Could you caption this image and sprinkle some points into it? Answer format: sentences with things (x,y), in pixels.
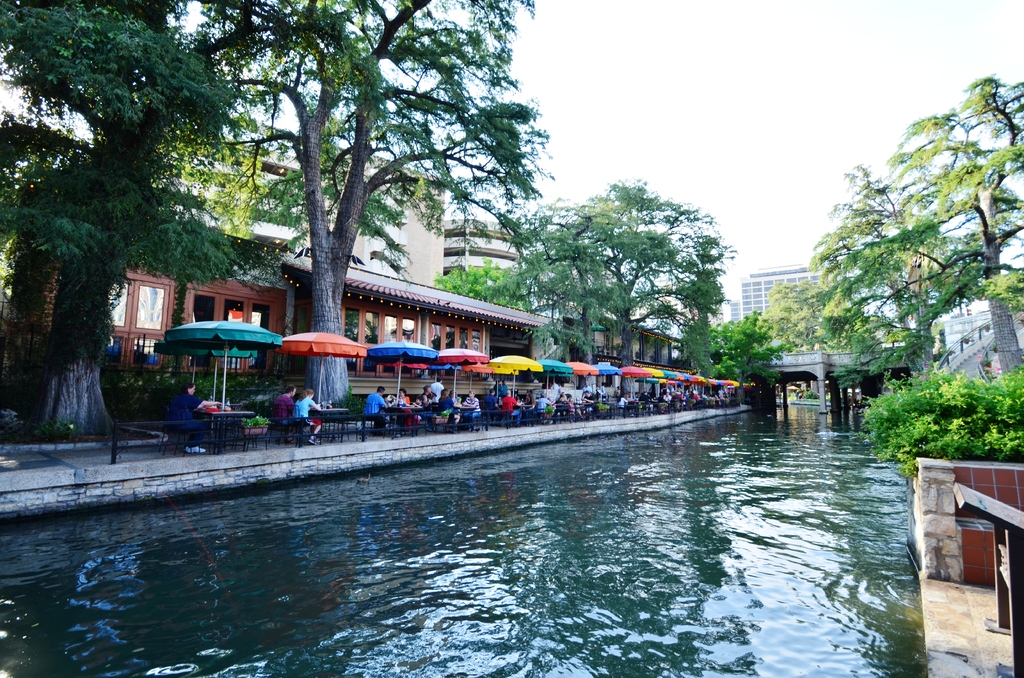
In this picture I can see the water (577,509) in front (412,637) and on the left side of this picture (275,418) I can see the tables (236,419) and chairs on which there are people (470,397) sitting and on the both sides of this picture I can see the trees (650,255) and few plants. In the background (123,289) I can see the buildings (123,289) and the sky (674,117).
